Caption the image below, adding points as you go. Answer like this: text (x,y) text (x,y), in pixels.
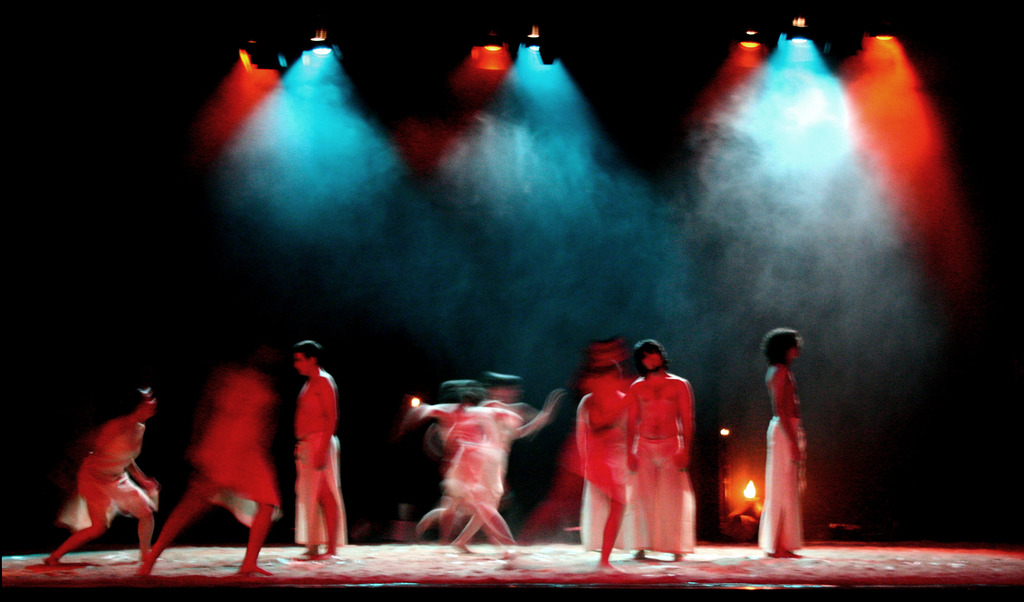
In this image we can see few people (482,470) on the stage (519,573) and there is fire (753,493) in the background (749,507) and there are few lights (891,40) on the top (878,33).
